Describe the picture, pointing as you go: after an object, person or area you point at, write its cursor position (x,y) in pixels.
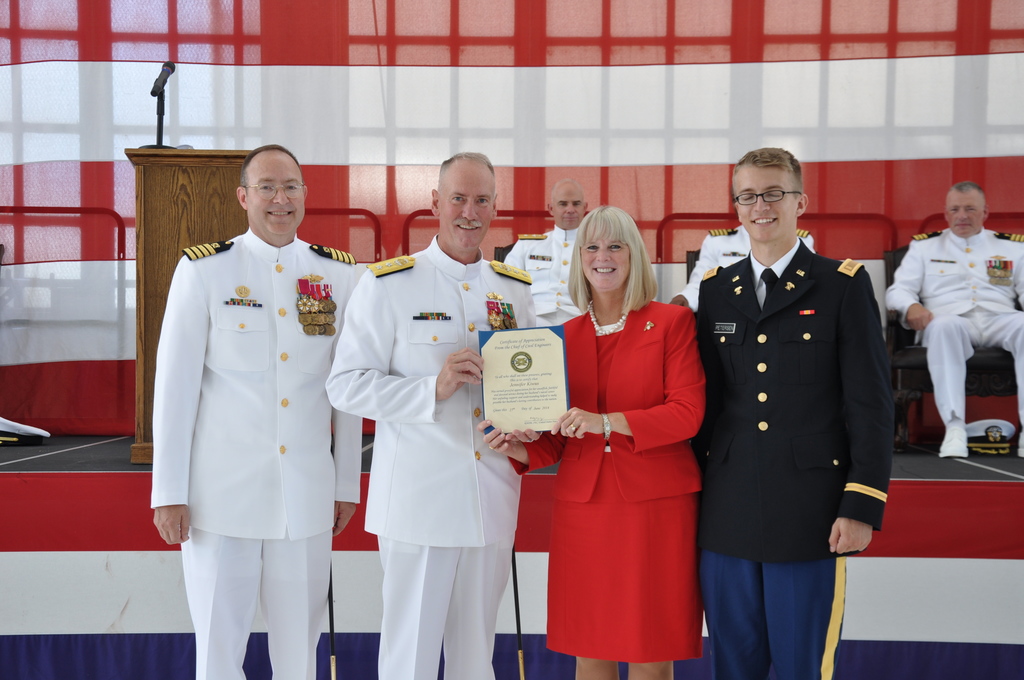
In this image I can see four persons (712,422) standing. In front (467,345) the person (415,349) is wearing white color dress (452,339) and holding the certificate (546,353). Background (953,306) I can see three persons (950,268) sitting and I can see the podium (184,173) and a microphone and I can see the cloth (411,66) in red and white color.
